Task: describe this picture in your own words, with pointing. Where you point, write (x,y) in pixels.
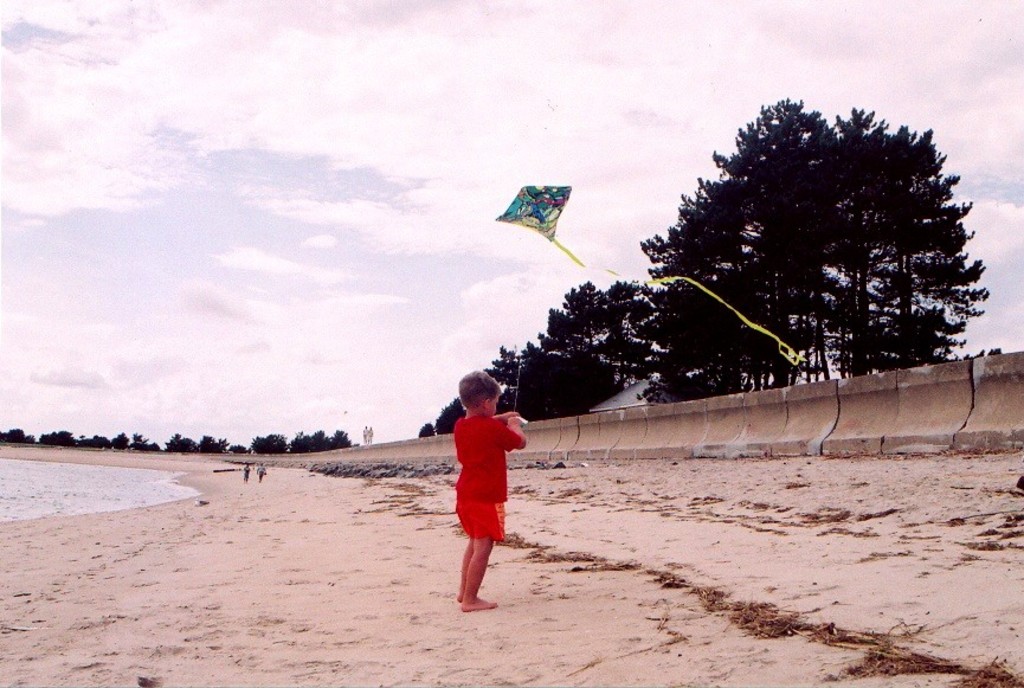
In the center of the image (469,403) there is a kid (459,439) standing on the sand (441,658) holding a kite (533,219). In the background (600,266) we can see trees (657,303), house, sky (352,353) and clouds (359,131). On the left side of the image (18,491) there is water (148,492) and persons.
